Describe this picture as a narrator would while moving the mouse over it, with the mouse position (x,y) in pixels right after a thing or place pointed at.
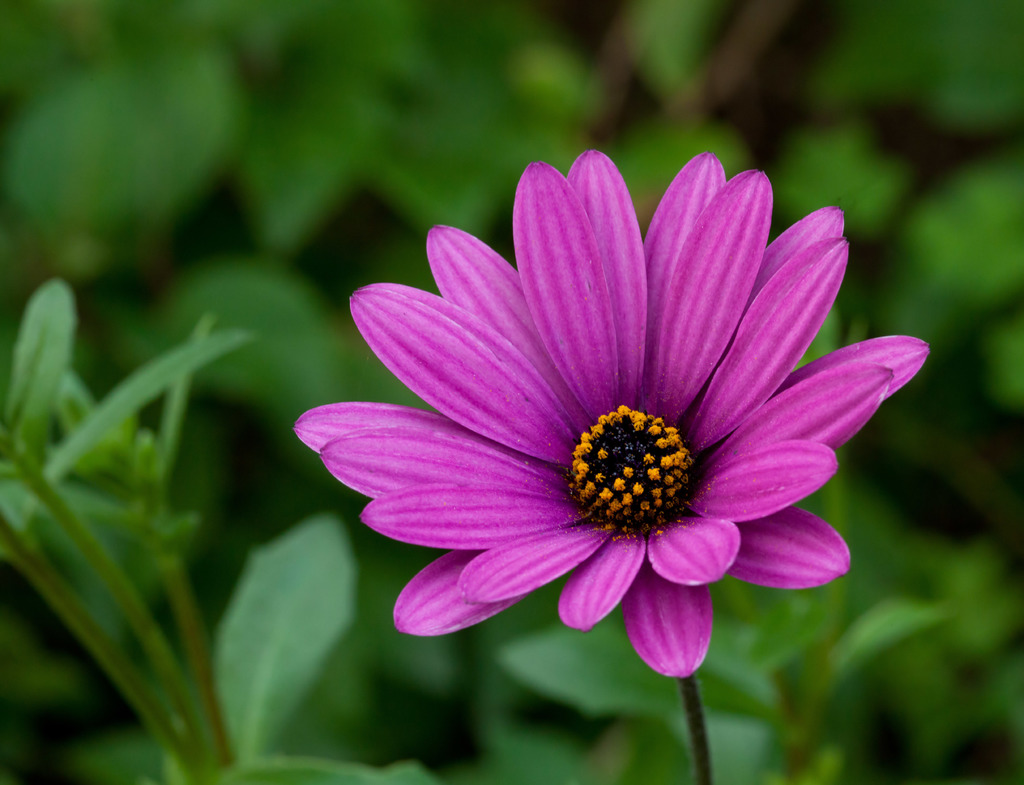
In this image in the foreground (537,413) there is one flower (655,486), and in the background (917,666) there are plants (917,666).
